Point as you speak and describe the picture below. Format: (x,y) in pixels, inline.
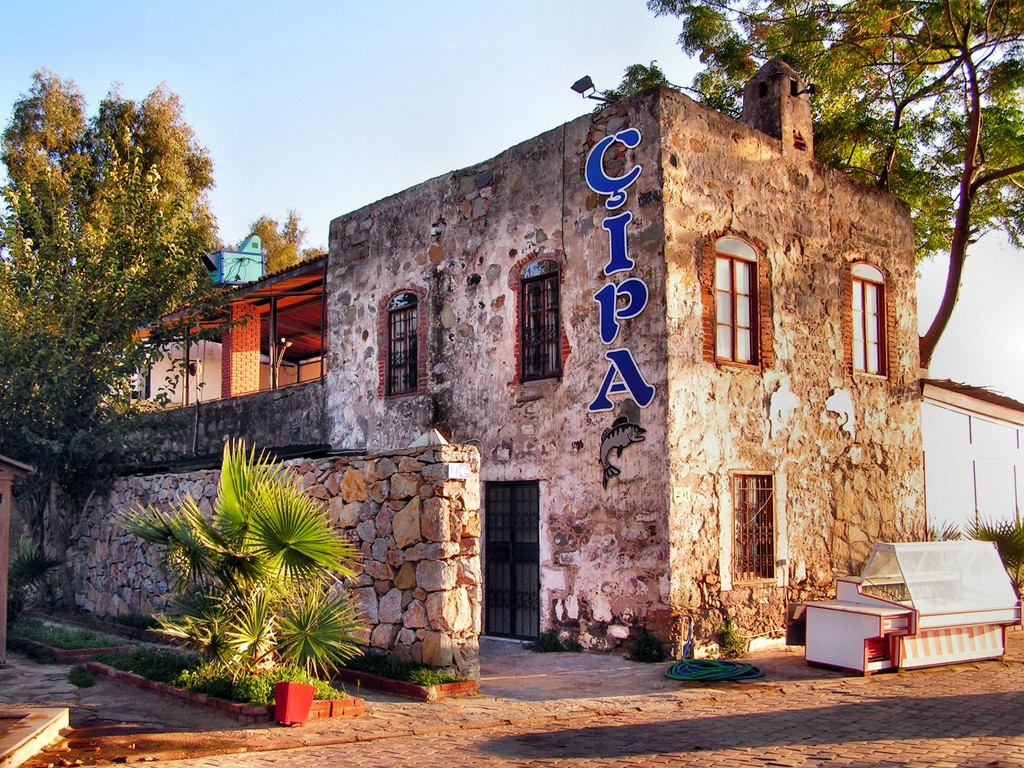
In this picture I can see the path (759,736) in front (505,736) and I see few plants (739,635). In the middle of this picture (569,343) I see few trees (842,75) and few buildings (588,252) and I see the wall (153,600). In the background (224,14) I see the sky (976,299). I can also see that there is something written on the building (586,258) which is in front (668,410) and I see the depiction of a fish (608,461) on the wall (652,458).
